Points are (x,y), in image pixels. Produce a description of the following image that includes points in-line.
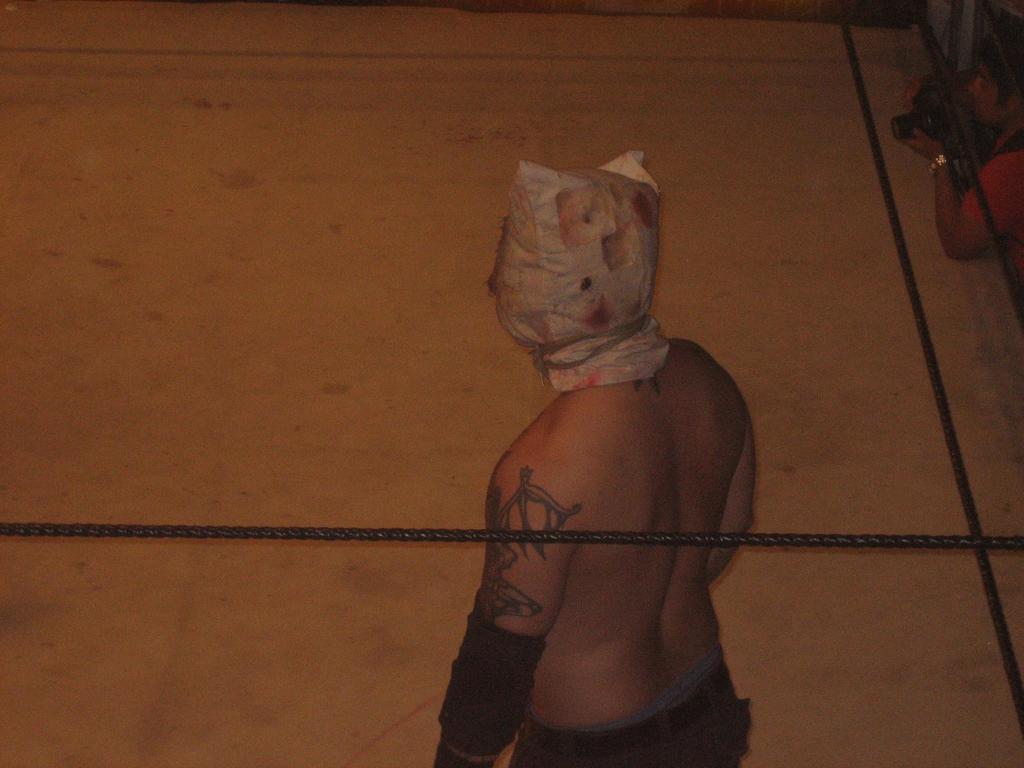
In the center of the image (599,387), we can see a person (568,344) standing and wearing a bag (557,278) wrap around the head (565,274). In the background (916,96), we can see another person (950,184) and that person (949,197) is holding a camera (898,133) and there are ropes (575,536).
